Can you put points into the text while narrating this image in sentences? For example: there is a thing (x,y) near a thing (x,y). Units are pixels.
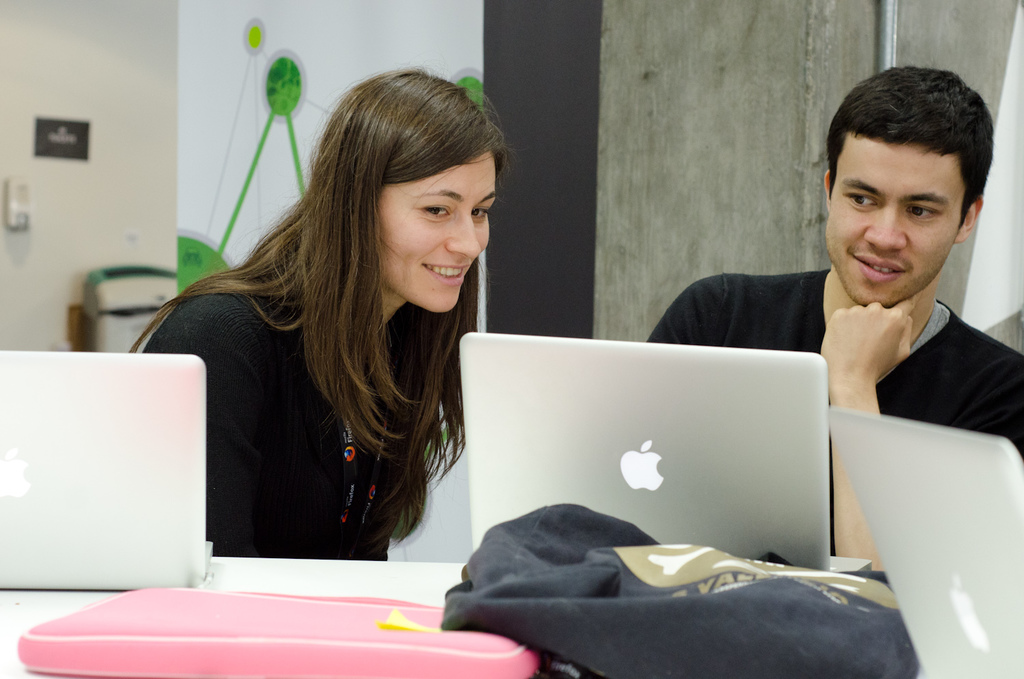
In the foreground of this image (617,648), there are two bags (650,637), three laptops (826,467) on the table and a woman (400,318) and a man (892,281) sitting in front of it. In the background (326,84), there are walls (74,40) and few objects (132,308) near the wall (114,250).
